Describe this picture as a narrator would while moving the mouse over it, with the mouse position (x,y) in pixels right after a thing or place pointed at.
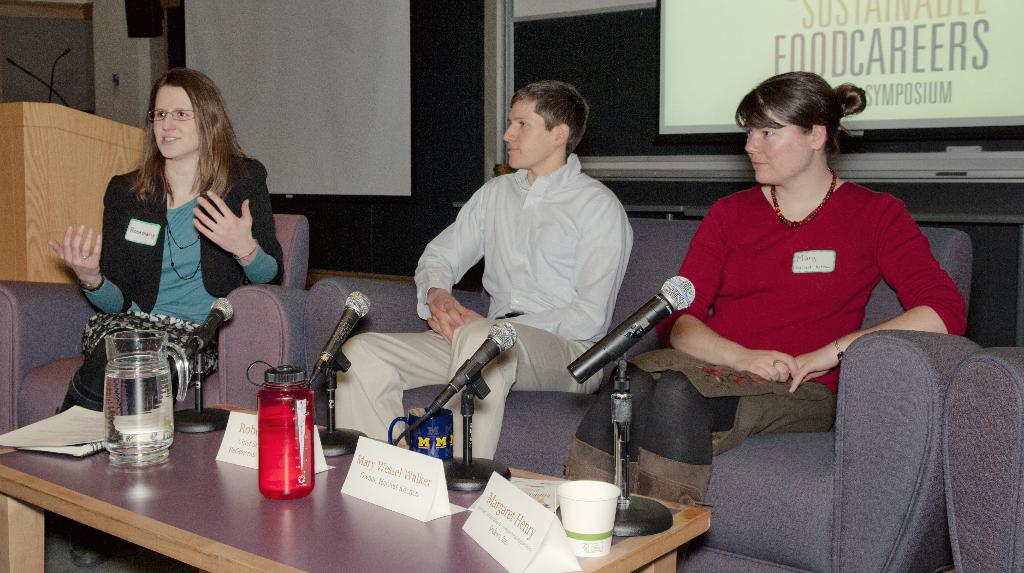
In this image there are three persons (566,289) sitting on the couch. On the table (343,527) there is a mic (579,366), cup (598,512), bottle (297,438) and the jar (136,411). At the back side (656,117) we can see a screen (749,40).
